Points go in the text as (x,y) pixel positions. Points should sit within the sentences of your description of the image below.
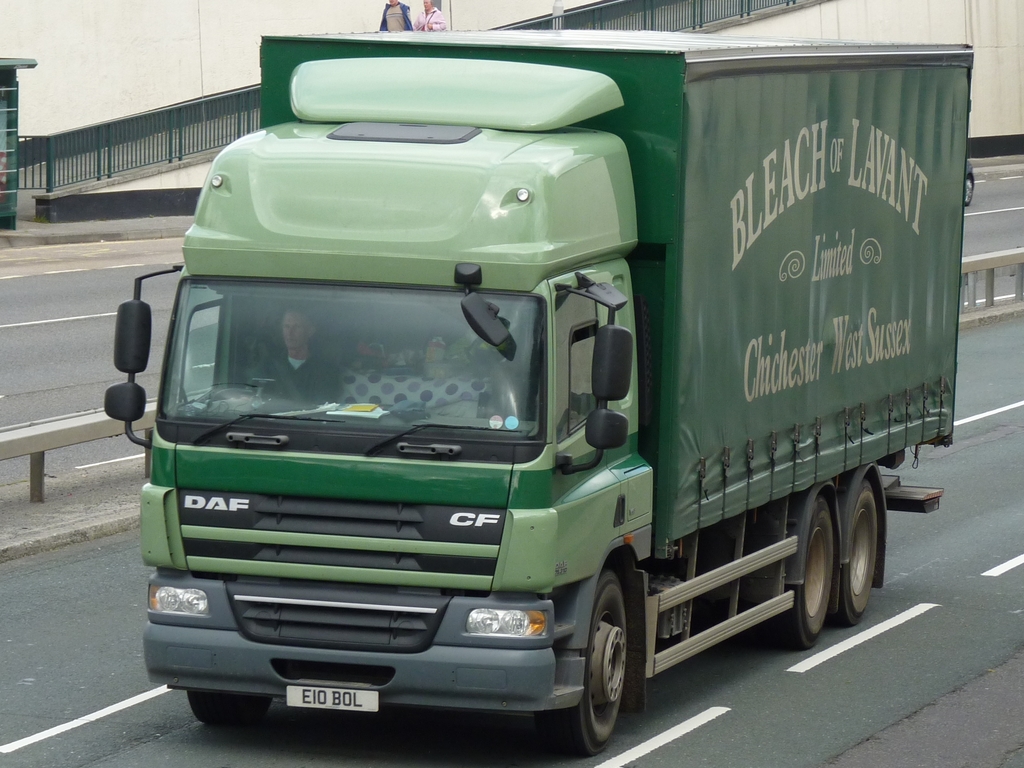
In this picture I can observe green color truck (573,340) on the road (85,617). I can observe a black color railing (154,133) in the background (115,144).
